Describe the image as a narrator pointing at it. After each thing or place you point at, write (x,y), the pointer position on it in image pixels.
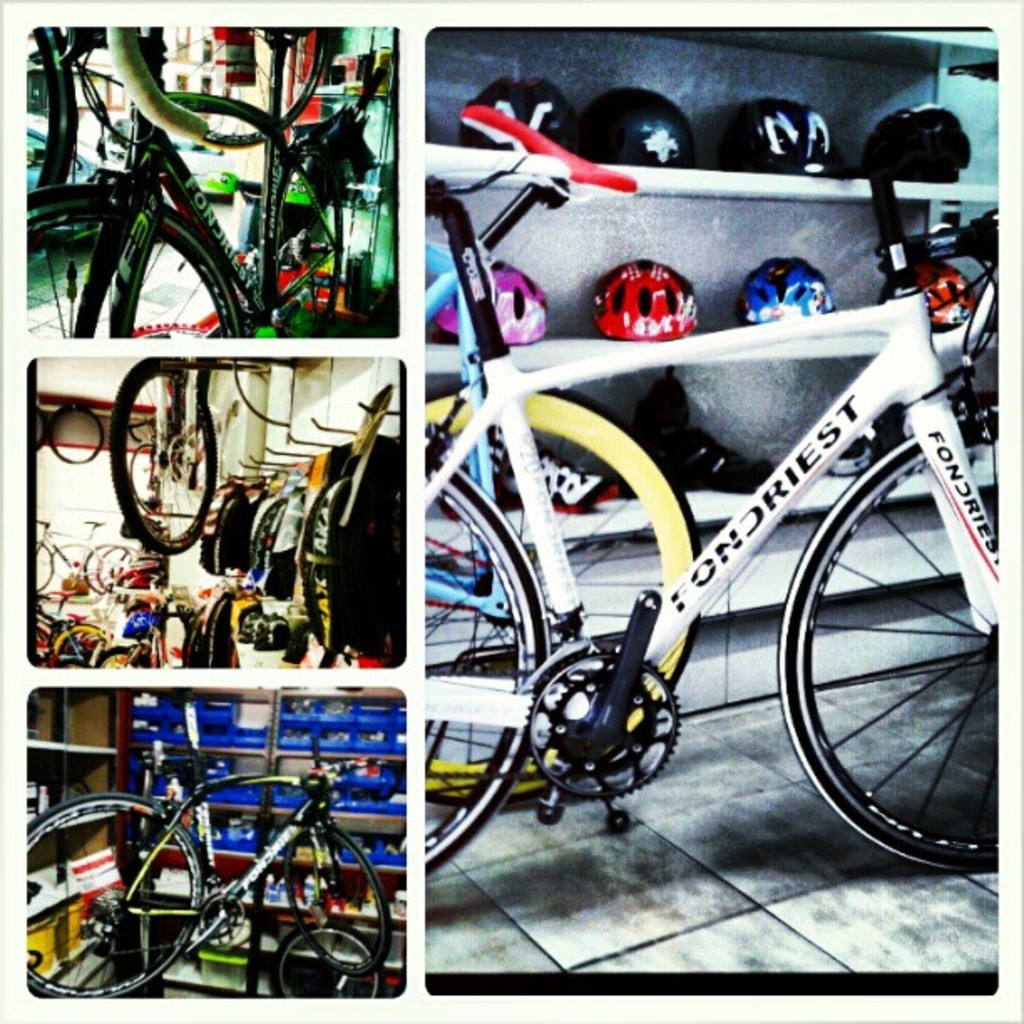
This is a collage image of a bicycles (158,654) and helmets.
